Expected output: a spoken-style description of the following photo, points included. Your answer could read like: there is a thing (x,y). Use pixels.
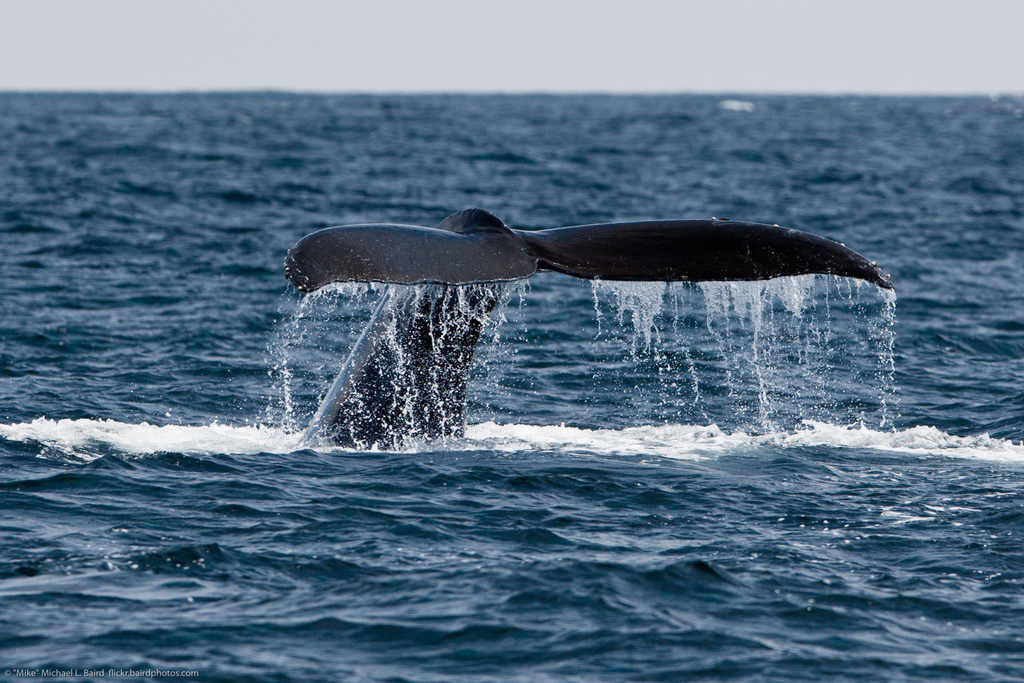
In the center of the image (488,294) there is a whale tail (488,302). At the bottom of the image (295,519) there is water (351,450).
